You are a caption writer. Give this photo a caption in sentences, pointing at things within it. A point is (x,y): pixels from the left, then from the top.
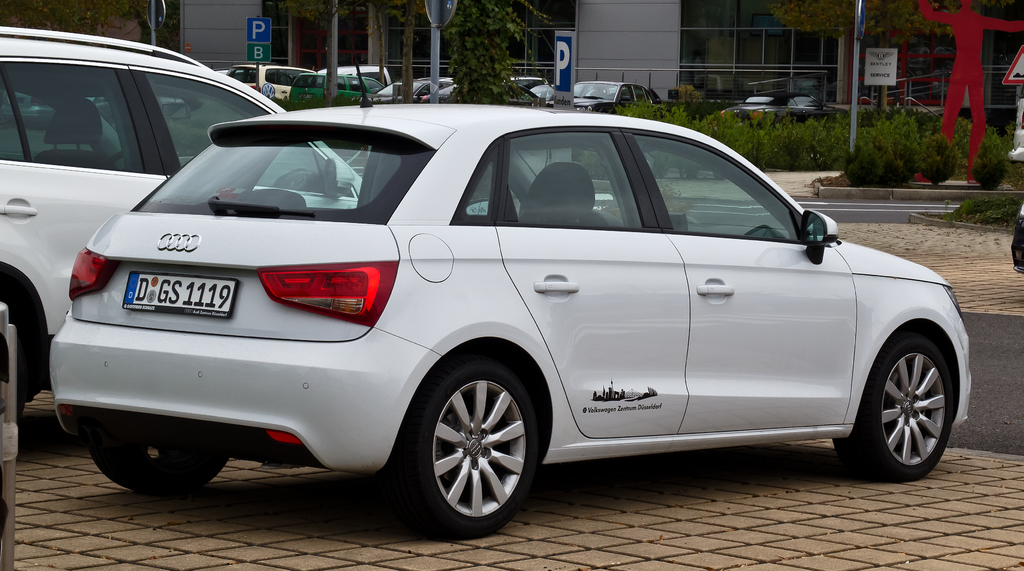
In this image we can see vehicles (382,159), boards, poles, plants (663,111), walls (640,31), glass windows (724,48) and things (967,63).
